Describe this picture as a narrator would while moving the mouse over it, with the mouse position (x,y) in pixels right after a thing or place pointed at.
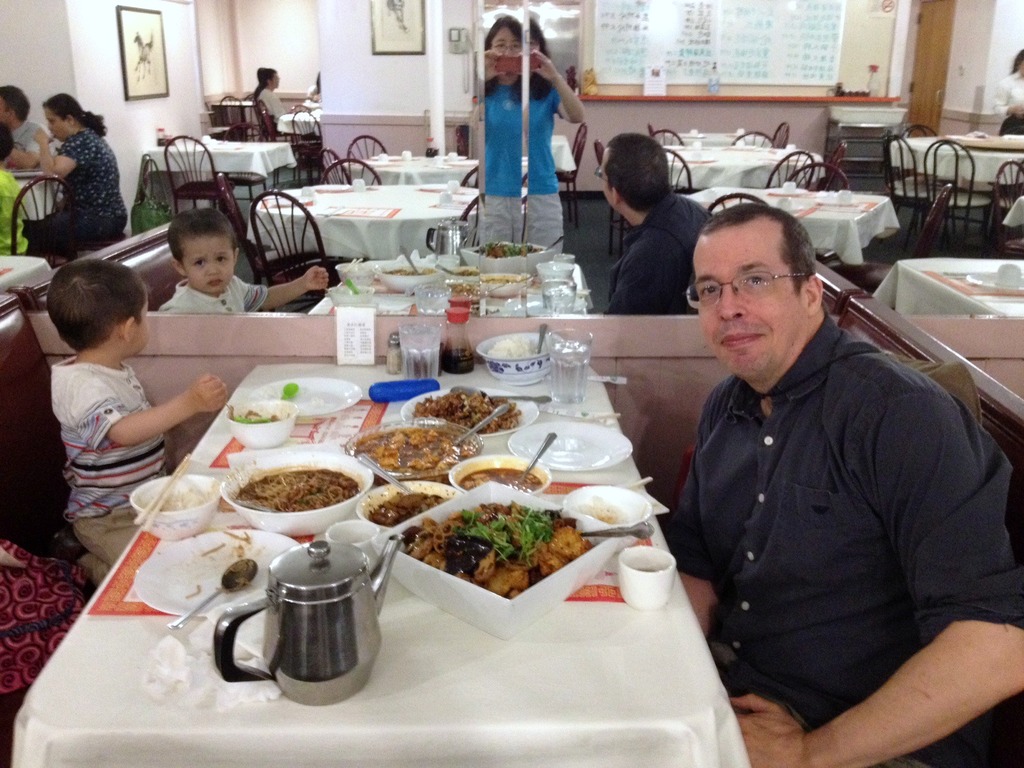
In this image we can see the person (844,606) and child (96,417) sitting on the couch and we can see the bag (69,586) on the couch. In front of them, we can see the table (498,444) with a cloth (389,414), on that there are plates (531,433), cups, spoons (552,400), jar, food items (407,441) and few objects (399,394). At the back (335,270) we can see the wall (653,365) with the mirror (441,139), through the mirror (595,196), we can see tables (713,161), chairs (299,169) and a few objects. And the person (530,188) standing and holding a camera (511,67) and there are people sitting on the chair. We can see the wall (376,93) with photo frames (376,39) and board (635,27).
